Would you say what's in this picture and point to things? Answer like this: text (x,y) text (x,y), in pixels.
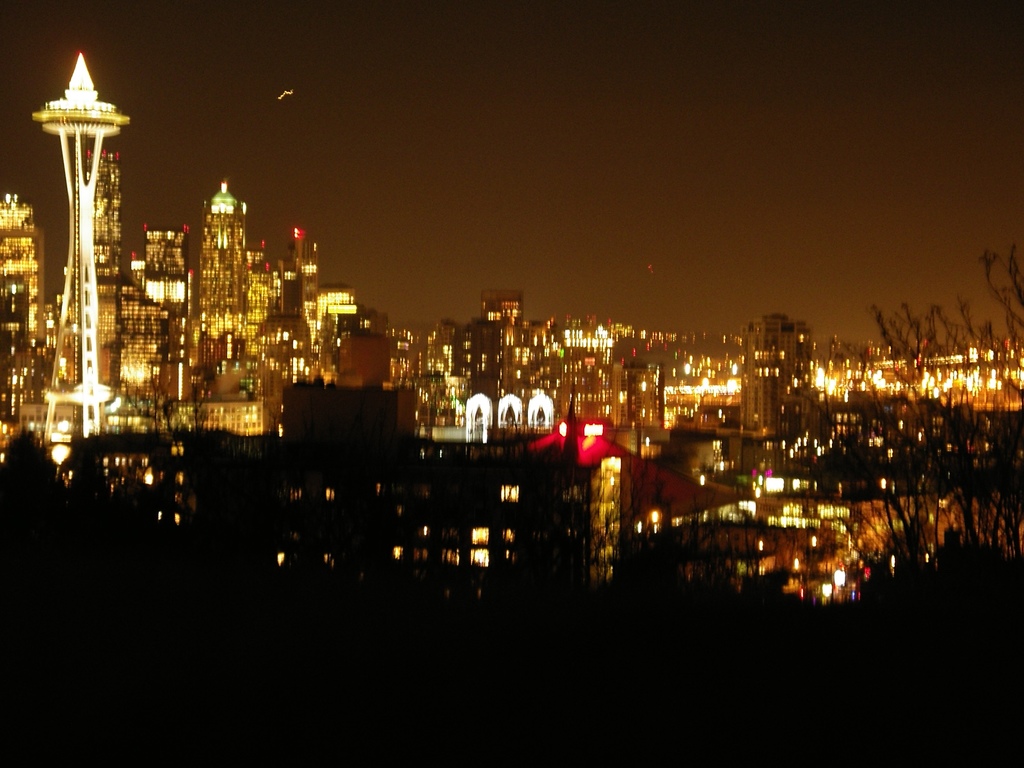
The image is taken at night time. In the foreground of the picture (970,569) it is dark. In the center of the picture (577,493) there are buildings (497,382) and lights (606,341). At the top (409,90) it is sky (696,149).
